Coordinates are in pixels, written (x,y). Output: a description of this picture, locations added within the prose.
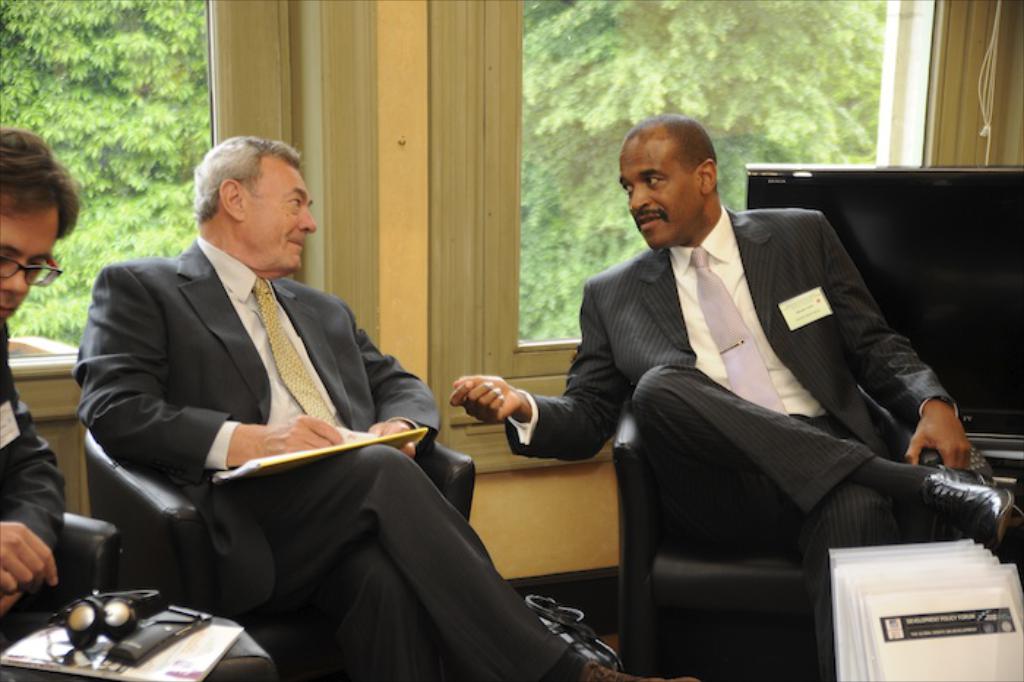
This is an inside view. Here I can see three men (320,408) sitting on the chairs (810,655). The man (283,509) who is in the middle (356,431) is holding a book (278,456) in the hands (284,431) and looking at the person (617,280) who is beside him. At the bottom (924,654) there are few books (934,641). In the bottom left (96,667) there is a book (164,660) and a few devices (128,614) are placed on a table (257,667). At the back of these people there is a window glass (577,89) through which we can see the outside view. In the outside there are trees (147,65). On the right side (948,293) there is a television (975,318).
